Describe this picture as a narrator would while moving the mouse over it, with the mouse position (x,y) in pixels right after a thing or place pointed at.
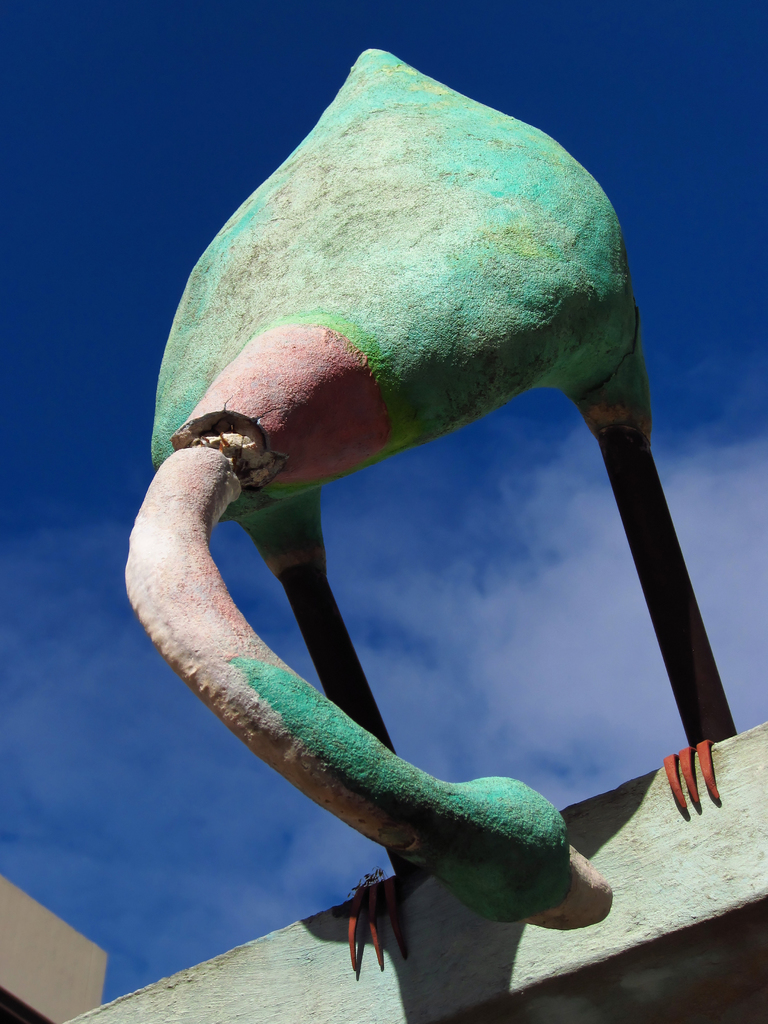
In this image we can see a sculpture (324,705) of a bird (347,723), also we can see the sky (478,469).
